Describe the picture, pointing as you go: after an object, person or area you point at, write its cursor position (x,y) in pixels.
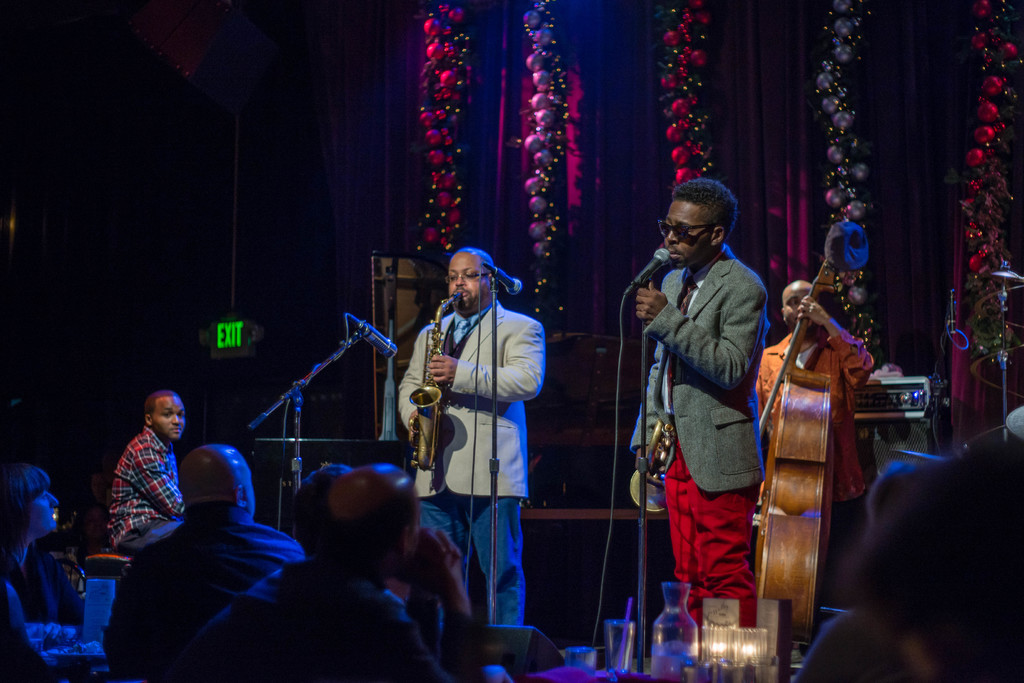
In this image we can see men (717,347) standing on the floor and holding musical instruments (427,424) in their hands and mics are placed in front of them. In addition to this we can see curtain (626,126) and decors (693,121) hanged to it, sign board (248,329), people (318,563) sitting and crockery (674,655) placed on the tables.
